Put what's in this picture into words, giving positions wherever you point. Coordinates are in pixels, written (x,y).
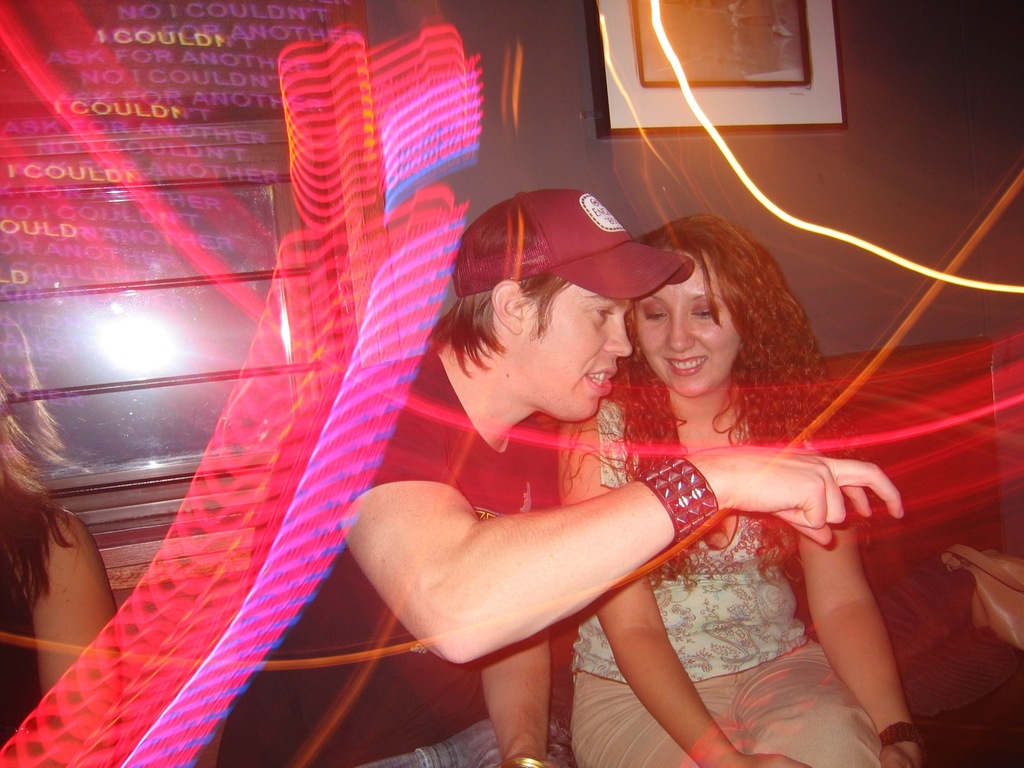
In this image we can see few people (574,555) sitting in room (1019,540), there is a handbag (998,590) behind the person (815,550) and in the background (469,151) there is a wall (1020,141) with photo frame (706,63).
